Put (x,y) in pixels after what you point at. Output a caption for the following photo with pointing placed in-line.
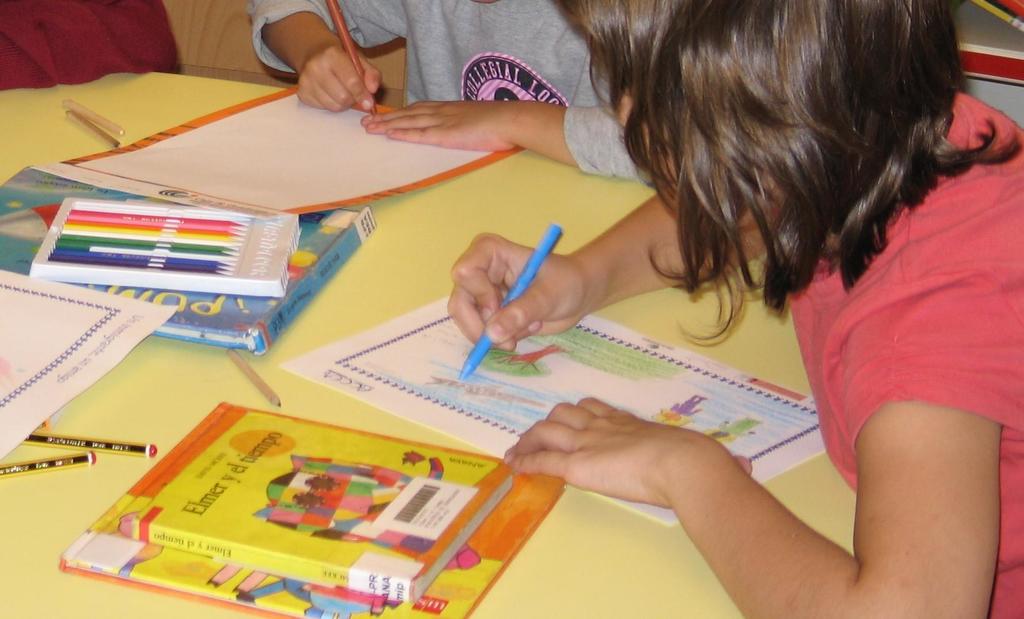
In this image I can see a table (332,341), on the table (53,485) there are books (540,500) and pens (119,238) visible and there are two persons (682,264) holding the pen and sitting in front of the table (167,408).
